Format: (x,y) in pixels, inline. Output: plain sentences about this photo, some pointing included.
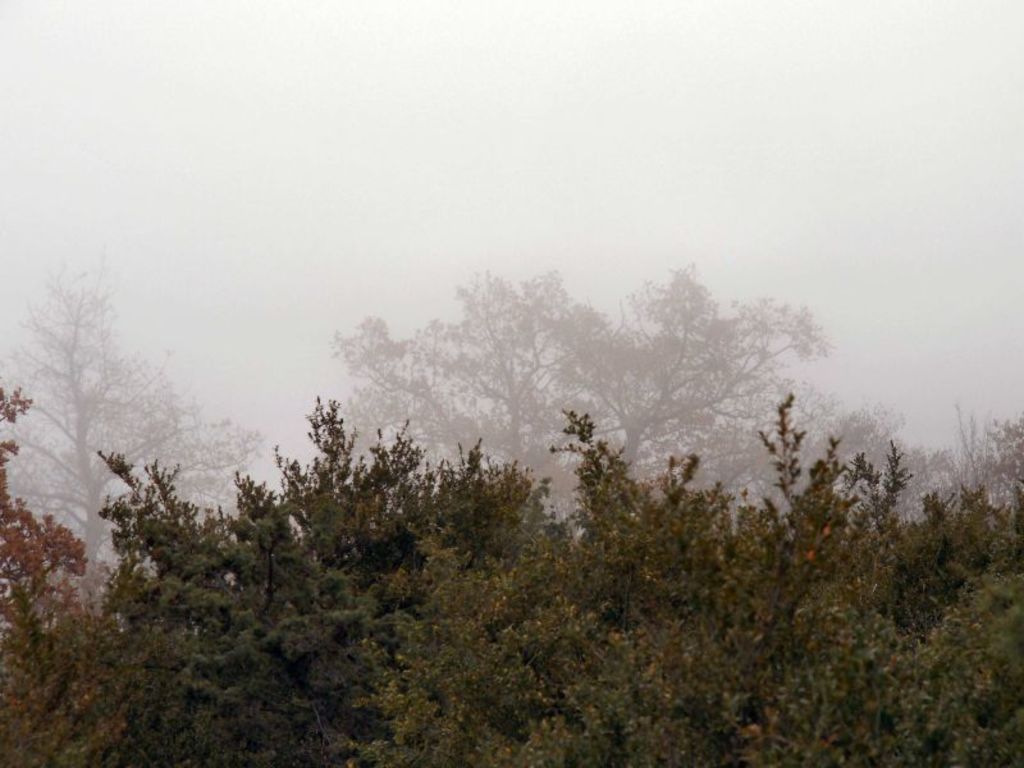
There are trees (632,518) having green color leaves (699,513) on the ground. In the background (1019,163), there is smoke (733,172) and there are clouds (898,138) in the sky (793,72).
